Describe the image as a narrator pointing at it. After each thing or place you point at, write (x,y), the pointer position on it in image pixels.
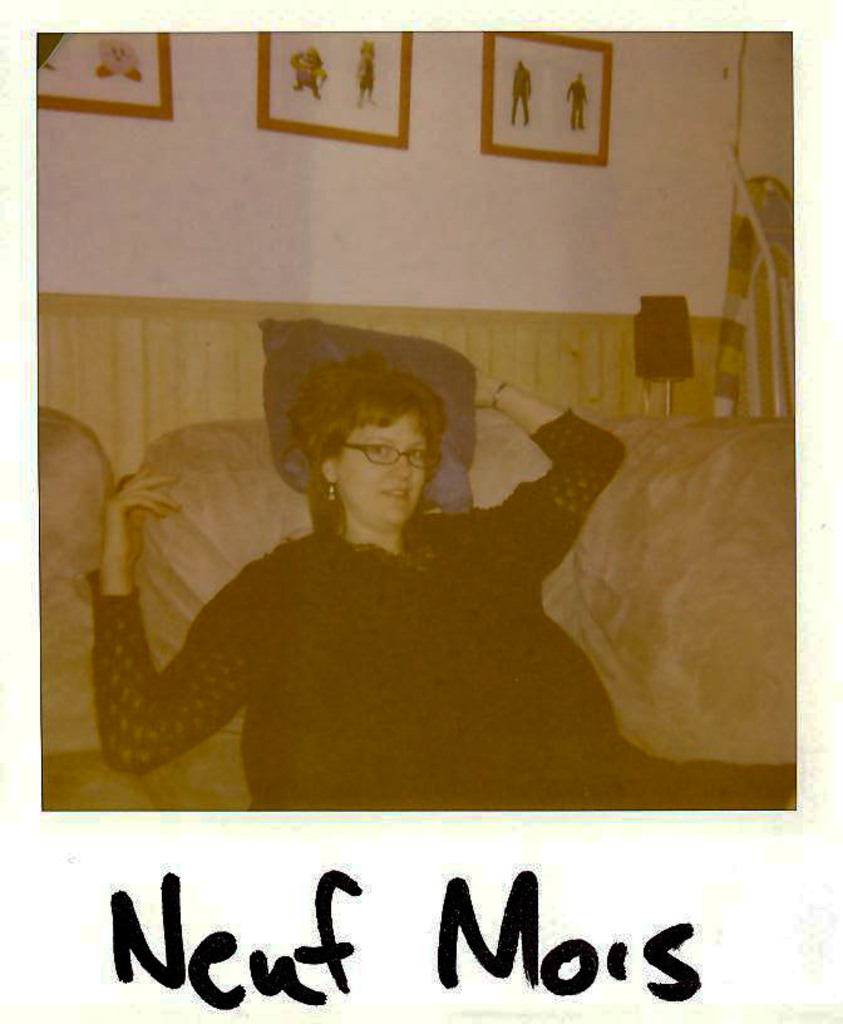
In this picture we can see a woman (329,643) wore spectacles (350,447), sitting on a sofa (100,521), smiling and in the background (198,52) we can see frames (260,100) on the wall (568,223) and some objects (785,277) and at the bottom of this picture (117,973) we can see some text (681,938).
